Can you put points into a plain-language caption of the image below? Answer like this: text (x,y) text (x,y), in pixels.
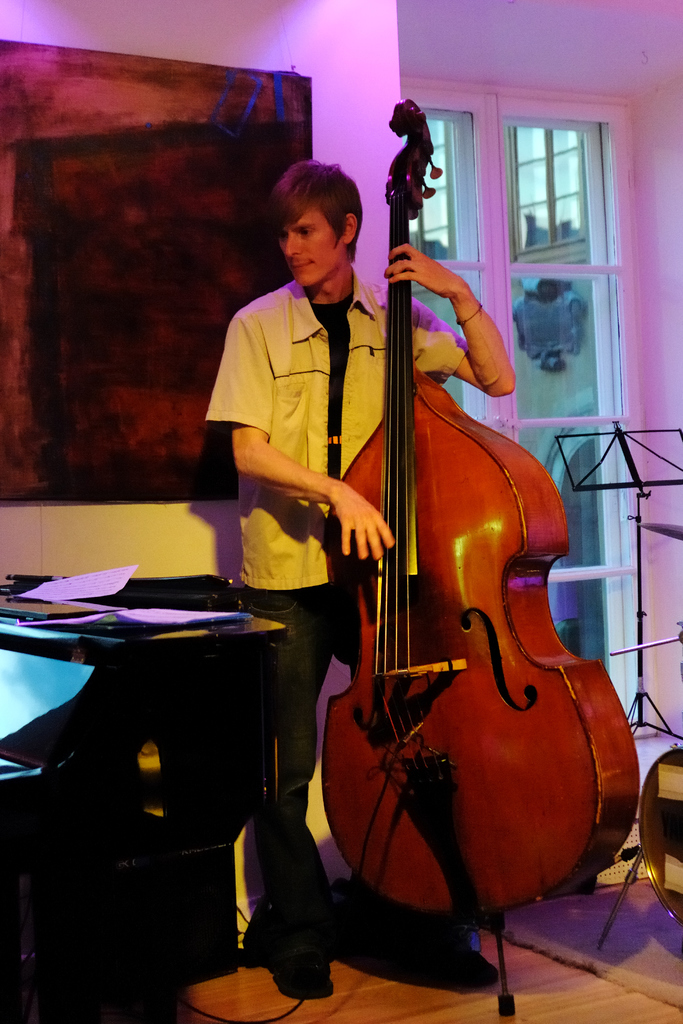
In the image we can see there is a man (324,513) who is holding a big violin (415,601) in his hand (427,263).
